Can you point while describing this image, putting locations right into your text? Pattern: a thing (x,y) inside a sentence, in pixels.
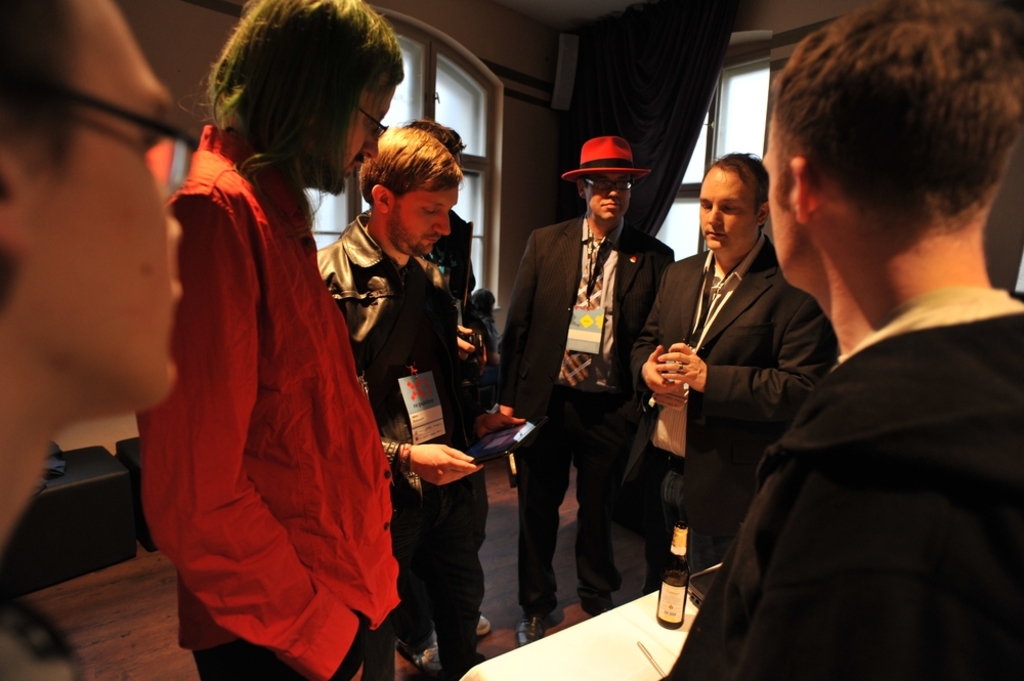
This picture is mainly highlighted with the people (928,374) standing. We can see a man (629,177) in the middle (644,245) wearing a hat (589,145), goggles (598,187). We can see another man (344,293) holding a device (487,446) and staring. At the bottom (107,595) we can see the floor (499,603). On the right side of the picture (697,597) we can see a bottle (681,598) and a black object (698,584) on a table (569,658). In the background (624,110) we can see the windows (716,127) and a curtain (682,90). On the left side of the picture (136,527) we can see the black objects (96,518).
